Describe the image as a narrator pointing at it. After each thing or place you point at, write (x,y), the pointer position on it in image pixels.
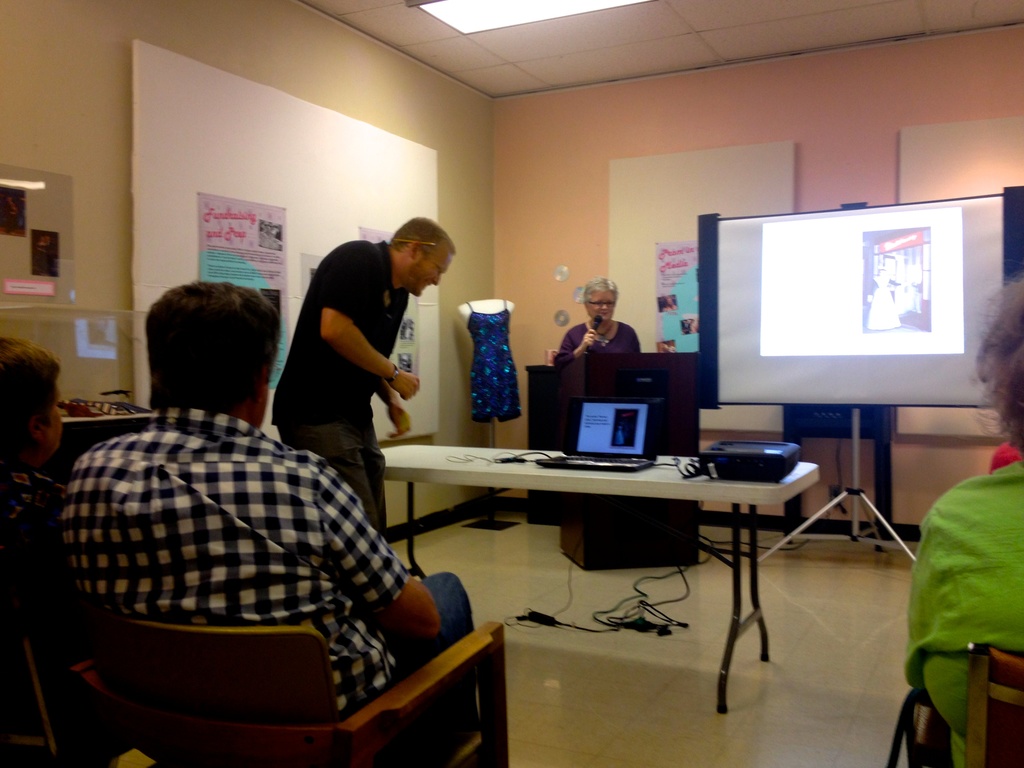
In this picture we can see three people (215,581) sitting on chairs (492,633) and two people (409,374) standing, in the middle (507,469) we can see a table (533,480), on that table (495,467) we can see a laptop (619,426), in the background (869,339) there is a projector screen (870,295), beside the projector screen (715,347) there is a woman (611,344) standing in front of a speech desk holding a microphone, in the background (500,340) we can see clothes (498,324) and also there is some banners (257,239) here.
